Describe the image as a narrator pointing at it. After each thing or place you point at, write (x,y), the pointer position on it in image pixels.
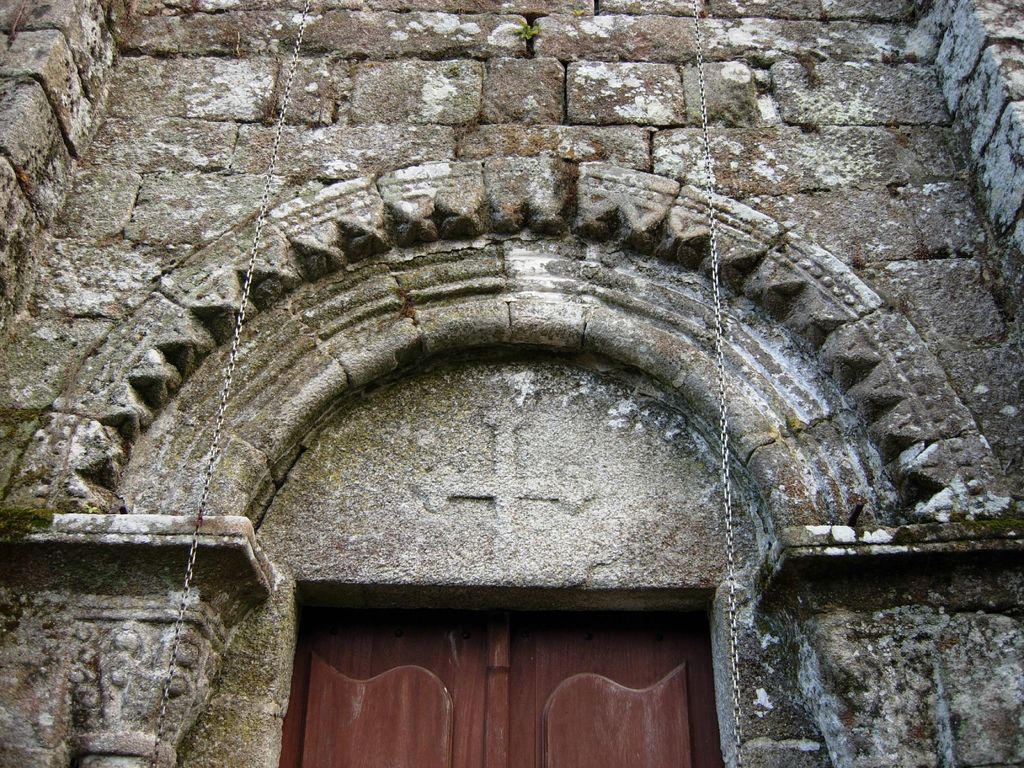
In this image I see the wall (504,207) and I see the brown color thing (478,700) over here and I see 2 silver color chains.
